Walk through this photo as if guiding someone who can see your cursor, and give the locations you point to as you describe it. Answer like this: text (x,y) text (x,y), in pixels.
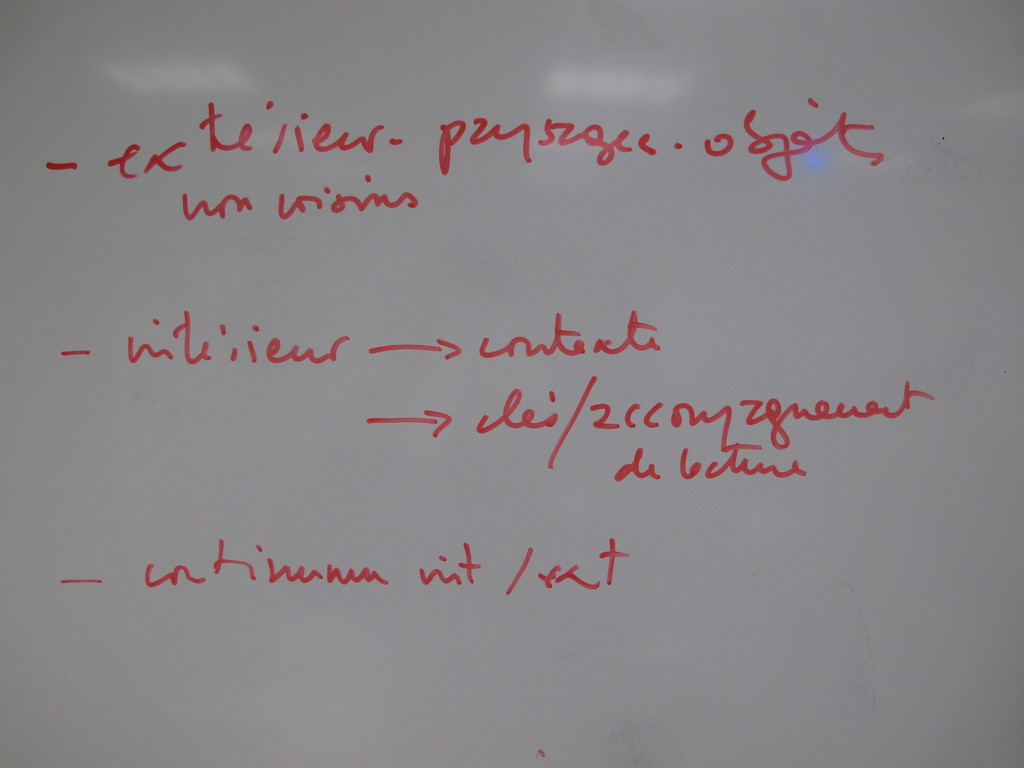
This is the picture of a whiteboard (342,641) with some text (523,433) written on it. We can see the text (147,348) is in red color.
